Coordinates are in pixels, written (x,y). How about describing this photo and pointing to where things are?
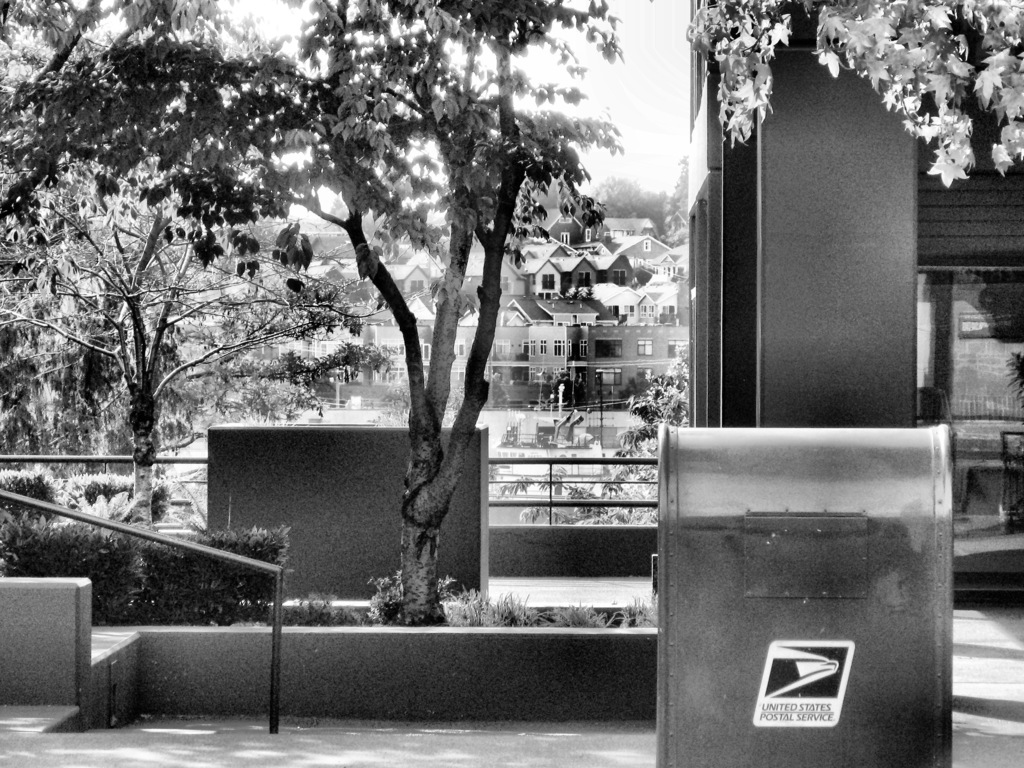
In this picture there are trees (17,337) in the left corner (32,451). There is box (665,433) with some text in the right corner (694,700). There are some buildings (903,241) in the background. The floor (573,591) is at the bottom (91,749) and The sky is at the top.
